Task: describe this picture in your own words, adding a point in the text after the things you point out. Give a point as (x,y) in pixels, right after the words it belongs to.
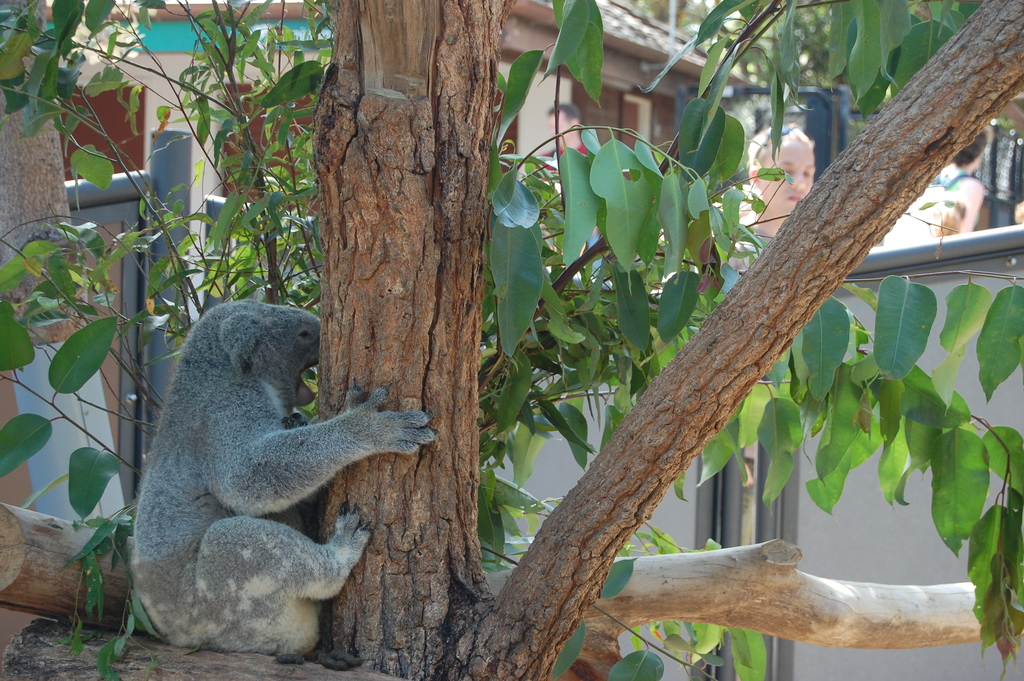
In this image I can see a tree (399,355) and a Koala (358,407) in front (165,495). In the background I can see a house (547,121) and few people (747,219).
